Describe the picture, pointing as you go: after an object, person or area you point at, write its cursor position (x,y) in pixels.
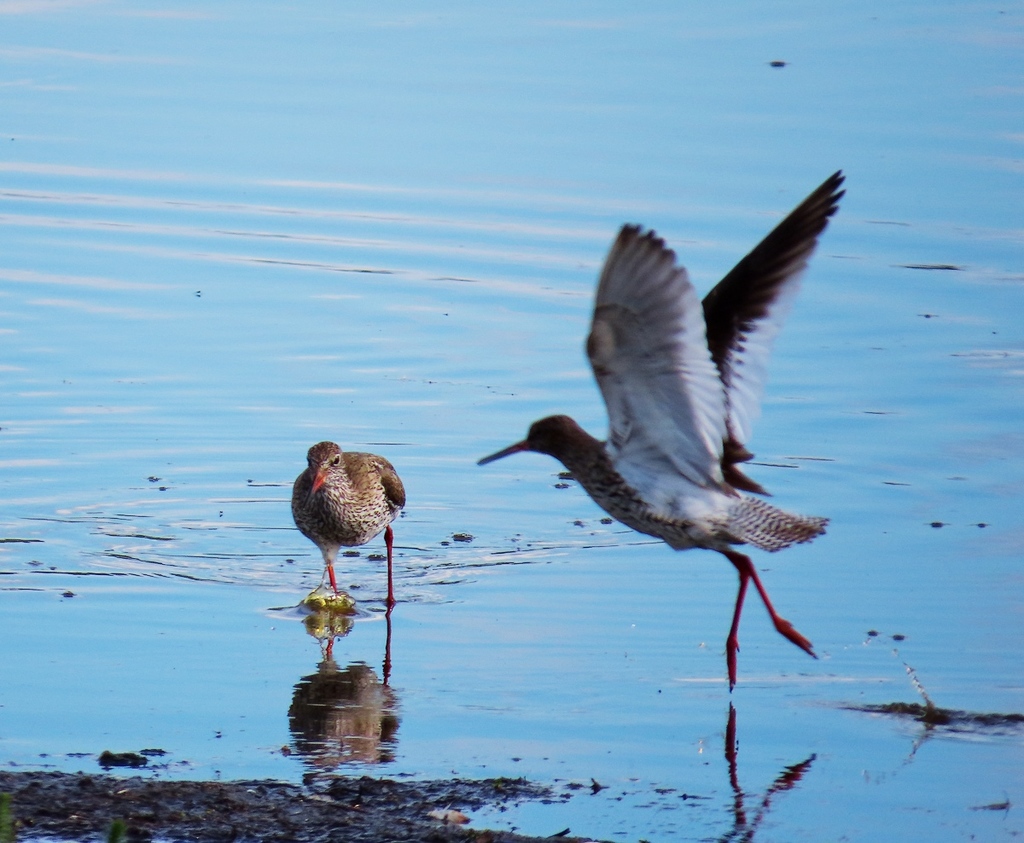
In this image in the center (657,404) there are two redshanks (679,479), and at the bottom (268,625) there is a lake (376,625) and sand (142,817).
